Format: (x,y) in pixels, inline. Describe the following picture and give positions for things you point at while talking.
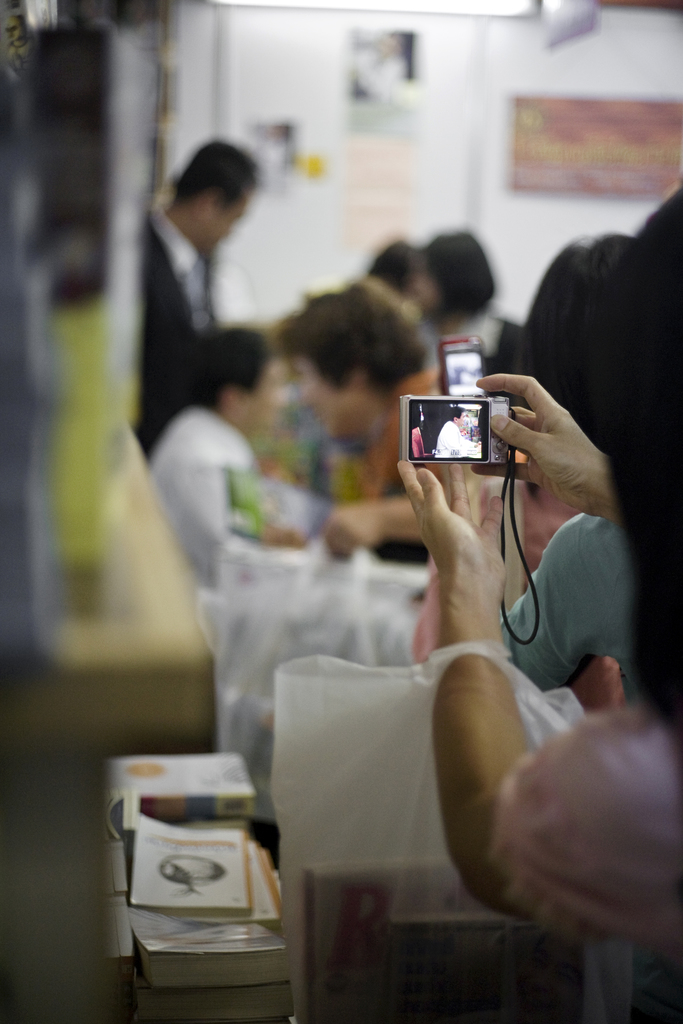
There are people (474,761) and this person (646,979) holding a camera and cover (318,761), beside this cover (284,794) we can see books (181,975). In the background (621,216) it is blurry and we can see wall (464,147).
